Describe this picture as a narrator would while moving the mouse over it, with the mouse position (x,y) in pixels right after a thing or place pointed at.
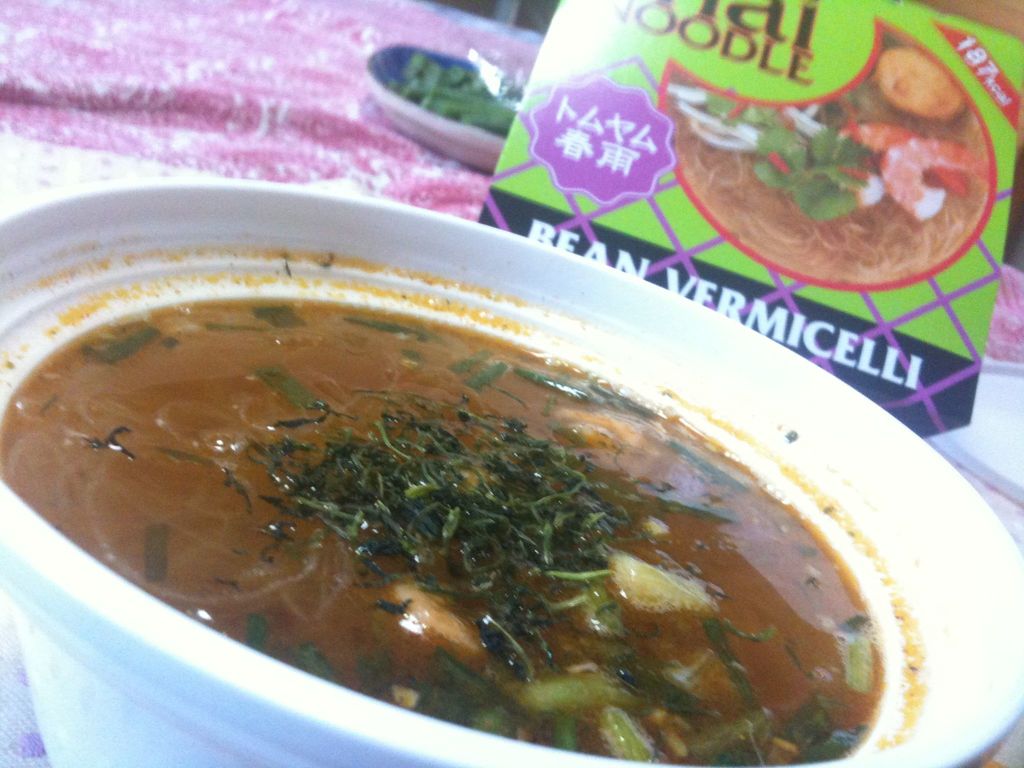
In this picture, we can see some food item (334,545) served in a container (237,676), we can see cloth (126,78), box (583,104), and some objects (468,74) in the background (589,130).
